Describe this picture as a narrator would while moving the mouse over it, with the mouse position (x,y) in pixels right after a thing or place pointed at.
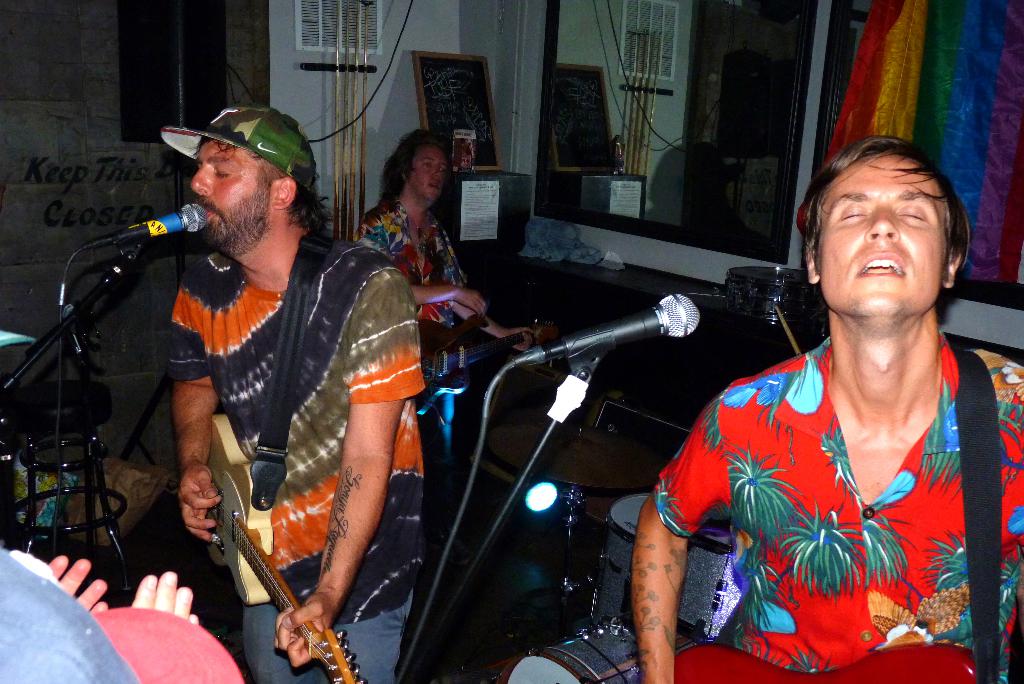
On the background (640,86) we can see windows (777,96), curtain (958,176). here we can see a wall (346,99) and a table (461,180) and on the table (523,201) there is a photo frame (454,142). Here we can see a table (634,307) and on the table (587,302) we can see drums (785,313). Here we can see two persons (417,531) standing in front of a mike (565,344) and playing guitar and singing. On the background (471,342) we can see other person (429,137) playing guitar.
